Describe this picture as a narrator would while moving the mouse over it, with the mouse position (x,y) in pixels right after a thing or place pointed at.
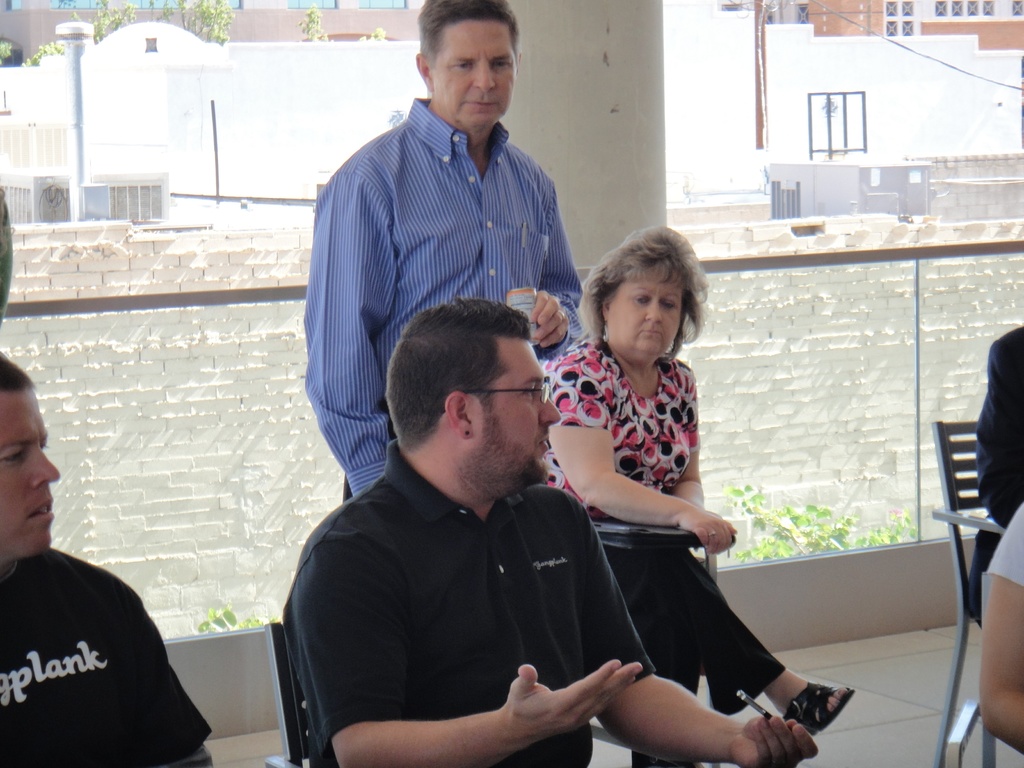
In the picture I can see people (547,471) among them one man (433,255) is standing and holding an object (523,298) in the hand (543,295) and others are sitting on chairs (297,671). In the background (237,142) I can see buildings (310,144), fence (786,438), trees (741,498) and some other objects (133,211).
